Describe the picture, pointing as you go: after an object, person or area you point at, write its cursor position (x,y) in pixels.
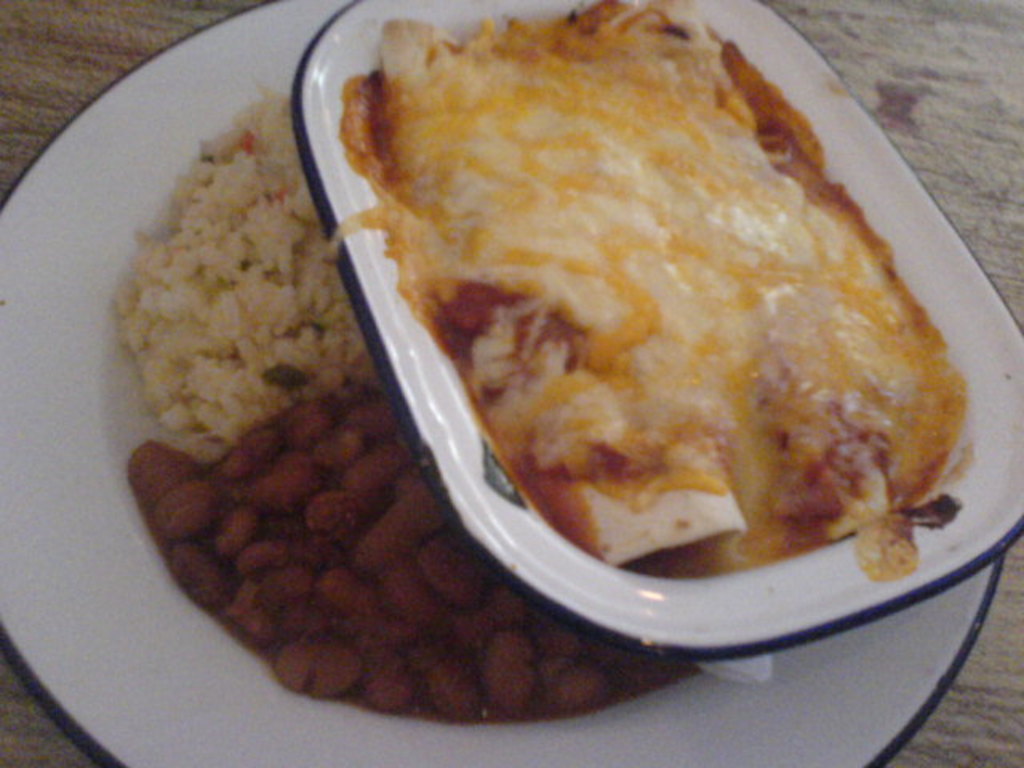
In the image there are three types of food items (409,223) served on a plate (770,744) and kept on a wooden surface (965,31).
